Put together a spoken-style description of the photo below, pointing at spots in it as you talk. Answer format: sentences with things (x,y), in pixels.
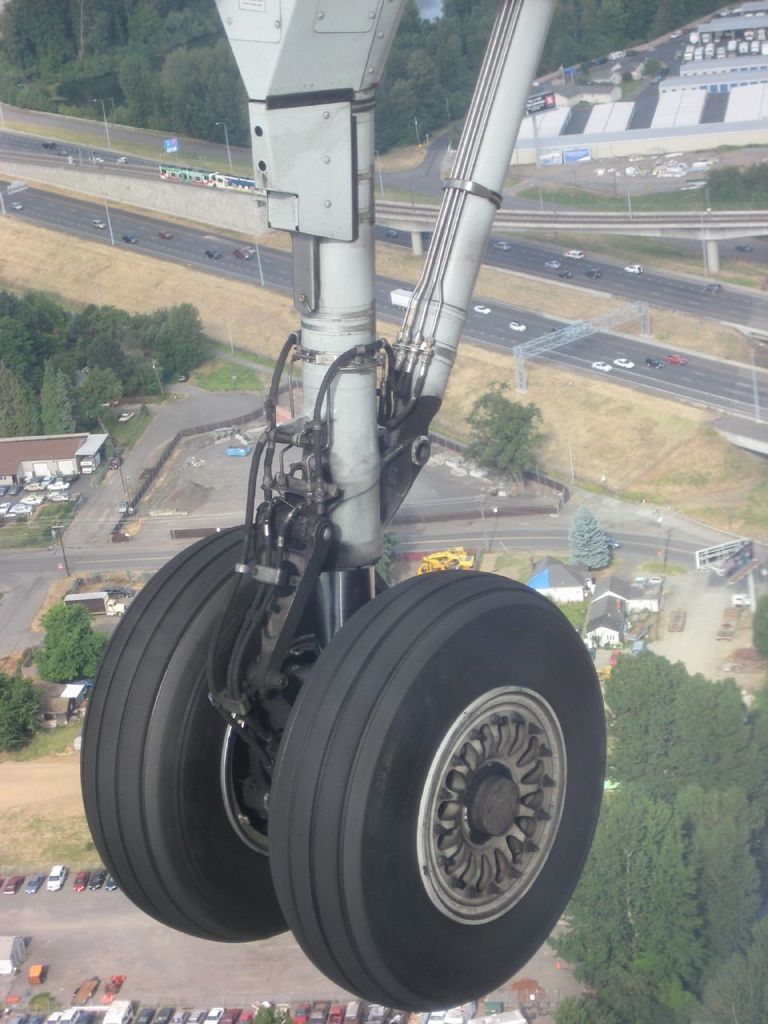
In this image we can see an airplane tires (475,631) and we can see some buildings (78,697) and vehicles (752,45) and there are some trees (50,410) in the background (724,895). We can see few vehicles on the road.
